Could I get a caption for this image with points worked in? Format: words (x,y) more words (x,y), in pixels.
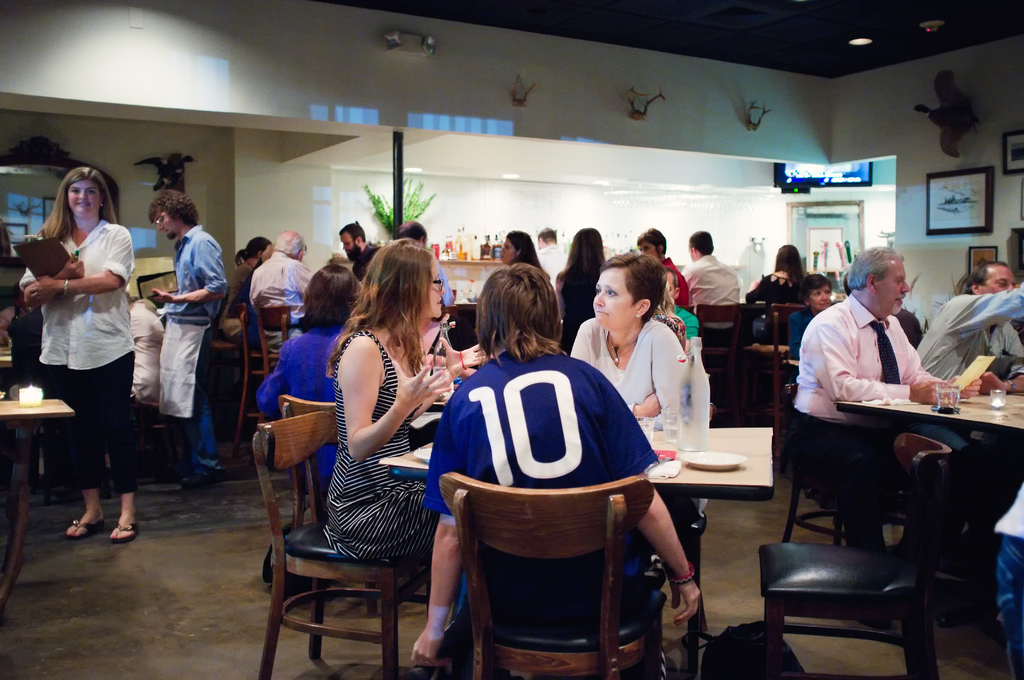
As we can see in the image there is a white color wall (353,198), photo frame (963,203), few people (591,244) sitting and standing here and there and there are chairs (319,506) and tables (727,477). On table (739,472) there is a plate (735,460) and glass (949,398).
